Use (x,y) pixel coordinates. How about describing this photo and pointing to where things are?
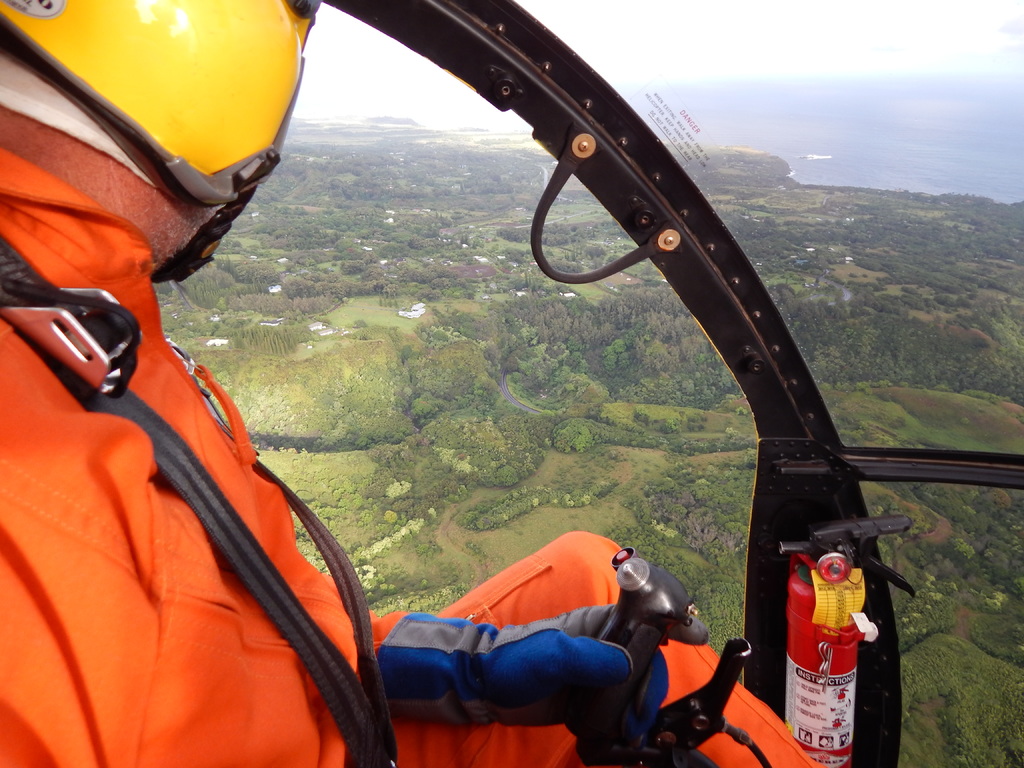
On the left side of the image (148,321) a person (148,321) is there. In the background of the image (334,385) we can see some trees (606,303), buildings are there. At the top of the image (844,74) sky (893,75) is there. On the right side of the image (799,552) fire extinguisher (822,602) is there.
